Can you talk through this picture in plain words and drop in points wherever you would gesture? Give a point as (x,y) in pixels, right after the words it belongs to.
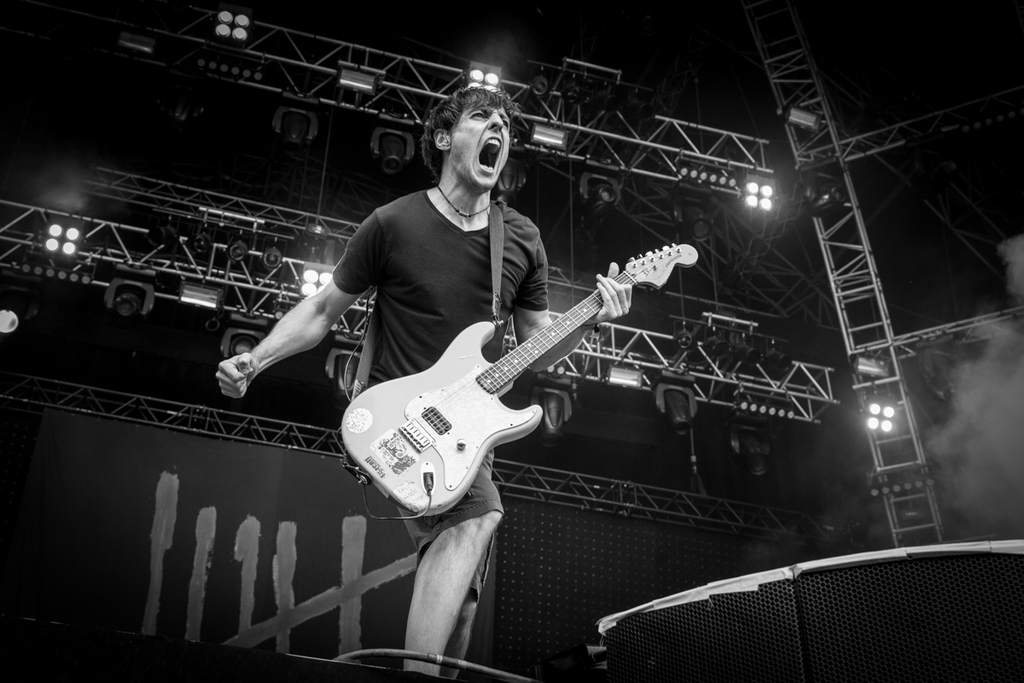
In this picture there is a man (449,269) playing a guitar (433,415). He is shouting. In the background (395,106), there are some lights (620,377) and poles (815,383) here.
